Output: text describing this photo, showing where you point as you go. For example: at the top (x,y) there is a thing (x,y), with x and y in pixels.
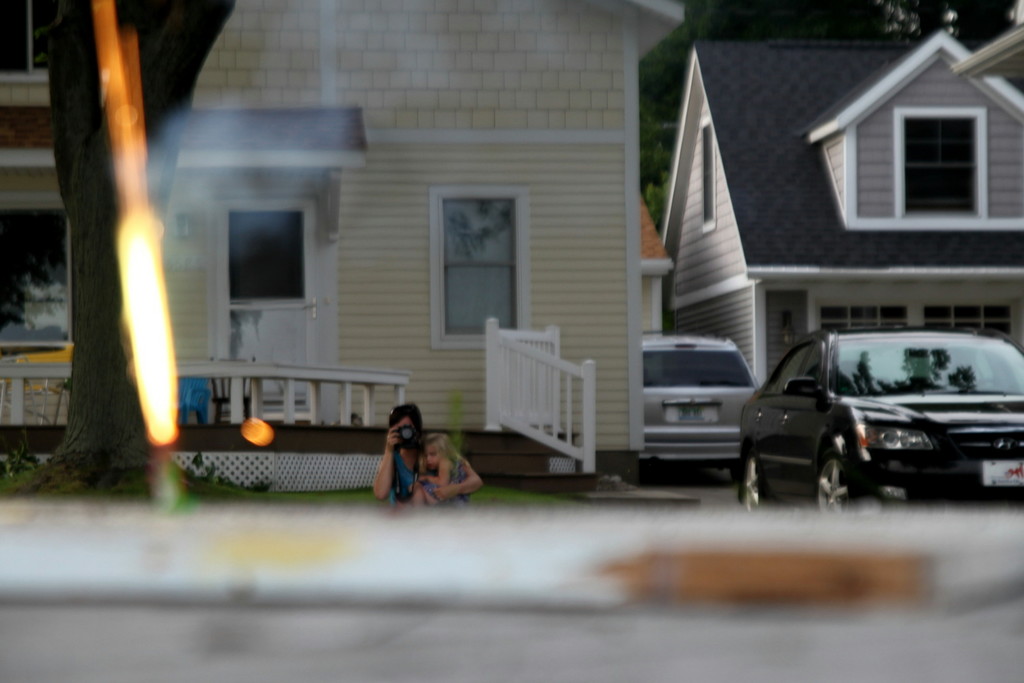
In this image there are buildings (722,114), trees (754,15). These are two cars (792,417). Here there is a person (411,463) carrying a baby (427,465) is clicking picture. This is a tree (79,53). The foreground (697,591) is blurry.
